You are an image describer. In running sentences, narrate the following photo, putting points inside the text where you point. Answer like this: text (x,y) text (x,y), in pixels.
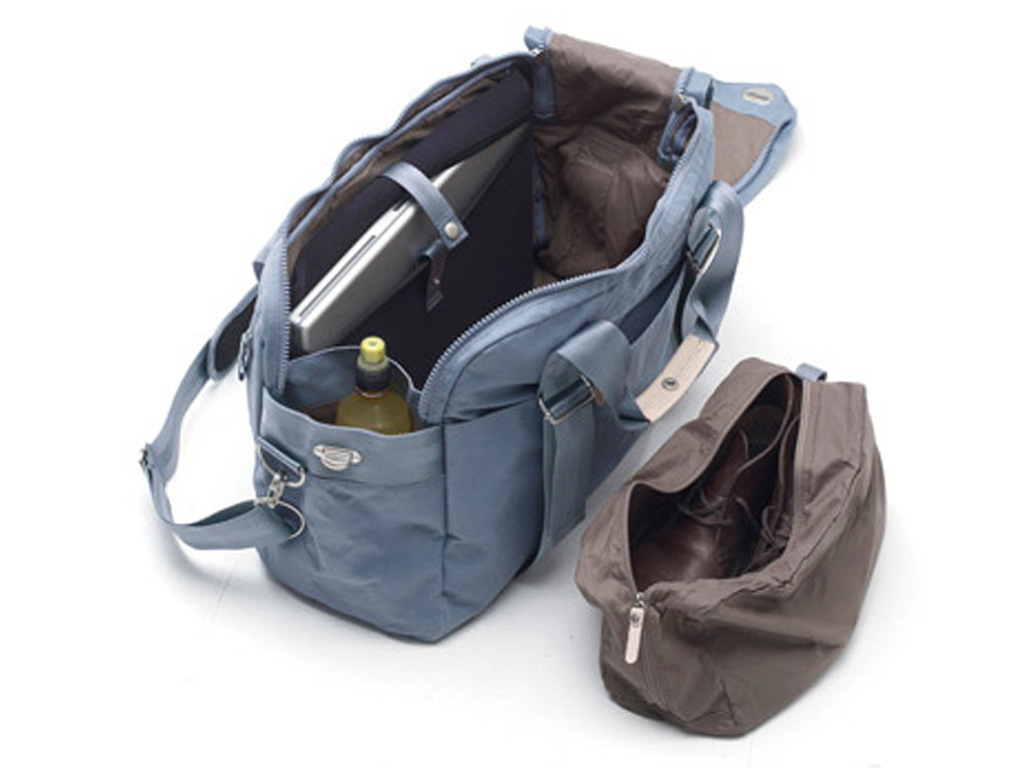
In this picture we can see footwear (677,536), bottle (399,402) and laptop (419,245) in bags (506,270). In the background of the image (794,250) it is white.
